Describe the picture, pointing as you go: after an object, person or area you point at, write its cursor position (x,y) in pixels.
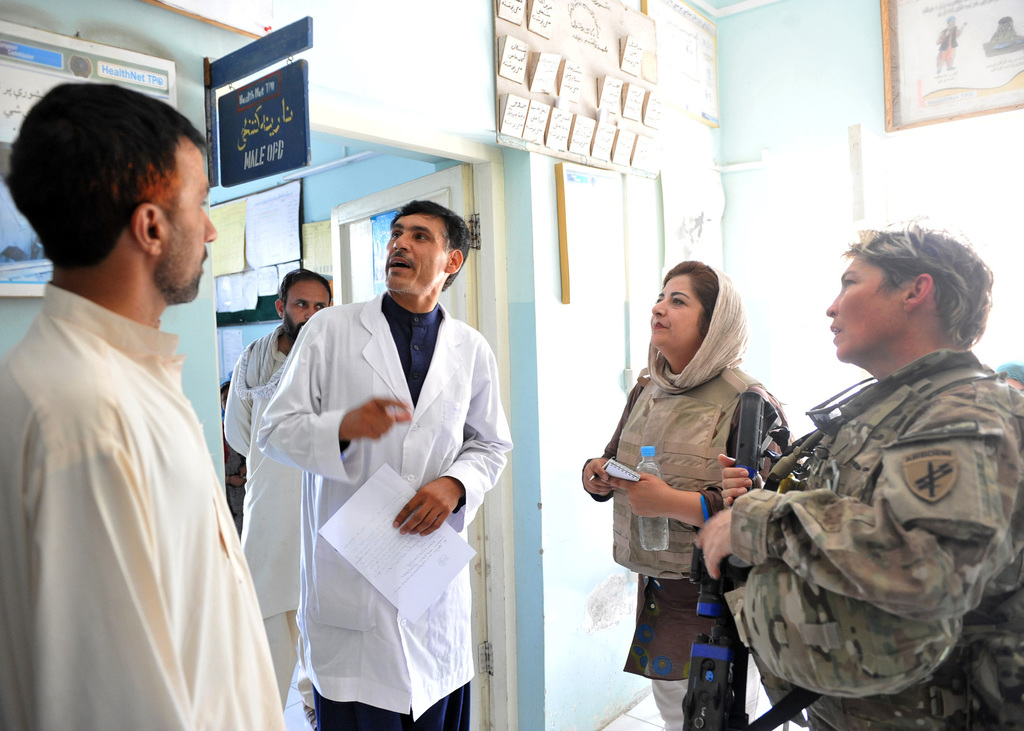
Here we can see few persons (904,562). She is holding a bottle (643,527) with her hand (645,501). Here we can see boards (299,97), posters (117,77), screen (25,257), and a frame (946,75). There is a man (414,659) holding papers (377,556) with his hand (427,517). This is a door (371,208). In the background (750,62) there is a wall (736,56).
